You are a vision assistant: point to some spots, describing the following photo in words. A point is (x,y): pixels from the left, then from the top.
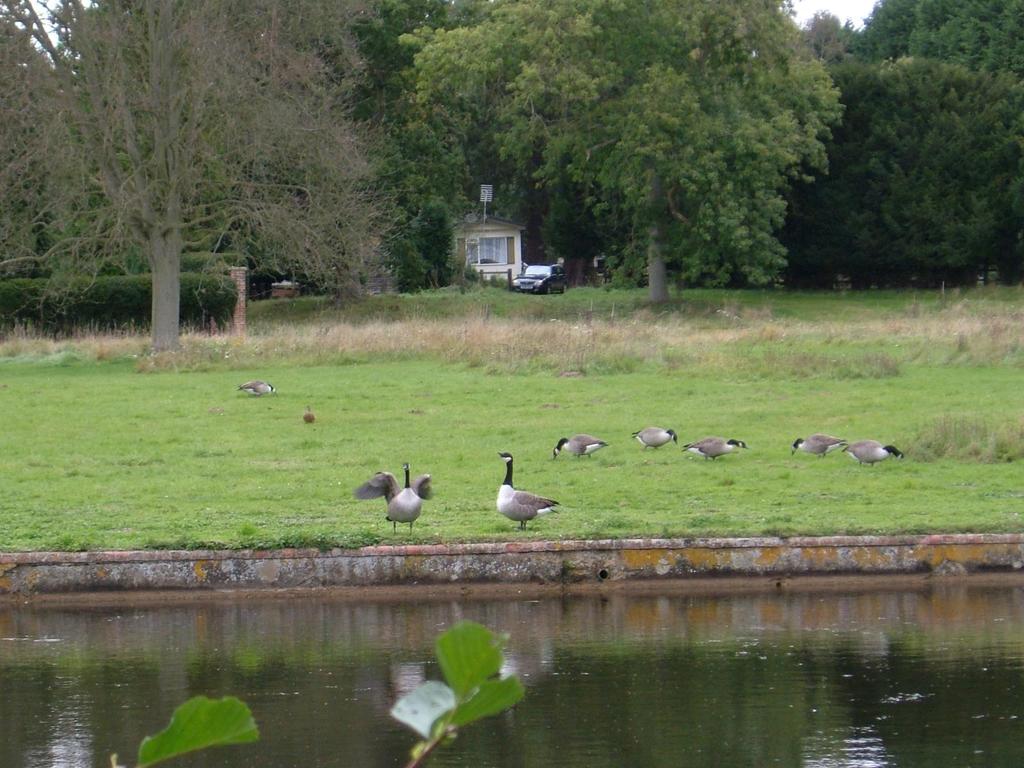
In this image we can see birds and grass (493,422). In the background of the image (427,210) there are some trees (576,184), a vehicle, house (492,238) and the sky (845,7). At the bottom of the image (578,668) there is water (645,702), leaves (446,640) and other objects (638,553).
